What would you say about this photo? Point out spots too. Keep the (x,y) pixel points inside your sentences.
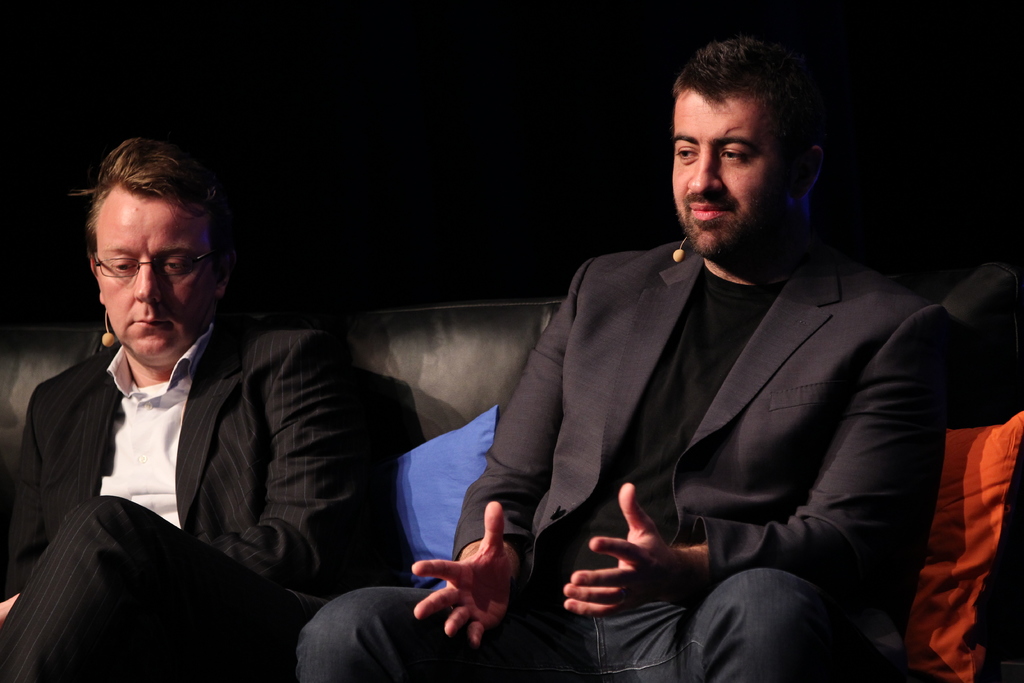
In this image I can see a person (732,478) wearing black colored dress (729,447) and another person (312,437) wearing black and white colored dress (142,433) are sitting on couch (437,356) which is black in color. I can see two cushions (440,478) which are blue and orange in color and the black colored background (946,194).
